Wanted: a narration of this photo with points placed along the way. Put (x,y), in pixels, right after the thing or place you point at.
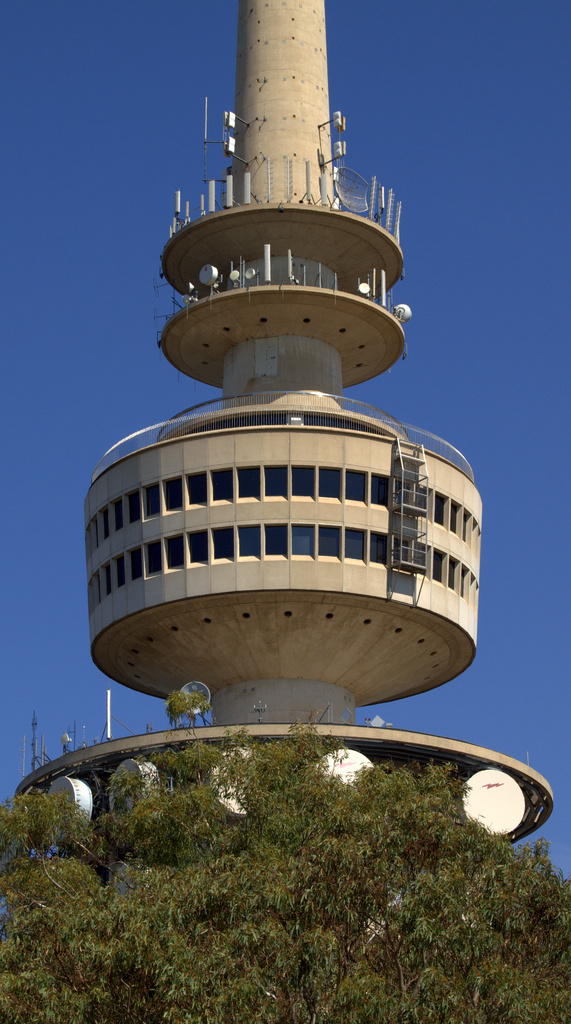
This image consists of a tower building (272,333). At the bottom (228,945), there are trees (255,898). In the background (539,169), there is sky (50,361).
